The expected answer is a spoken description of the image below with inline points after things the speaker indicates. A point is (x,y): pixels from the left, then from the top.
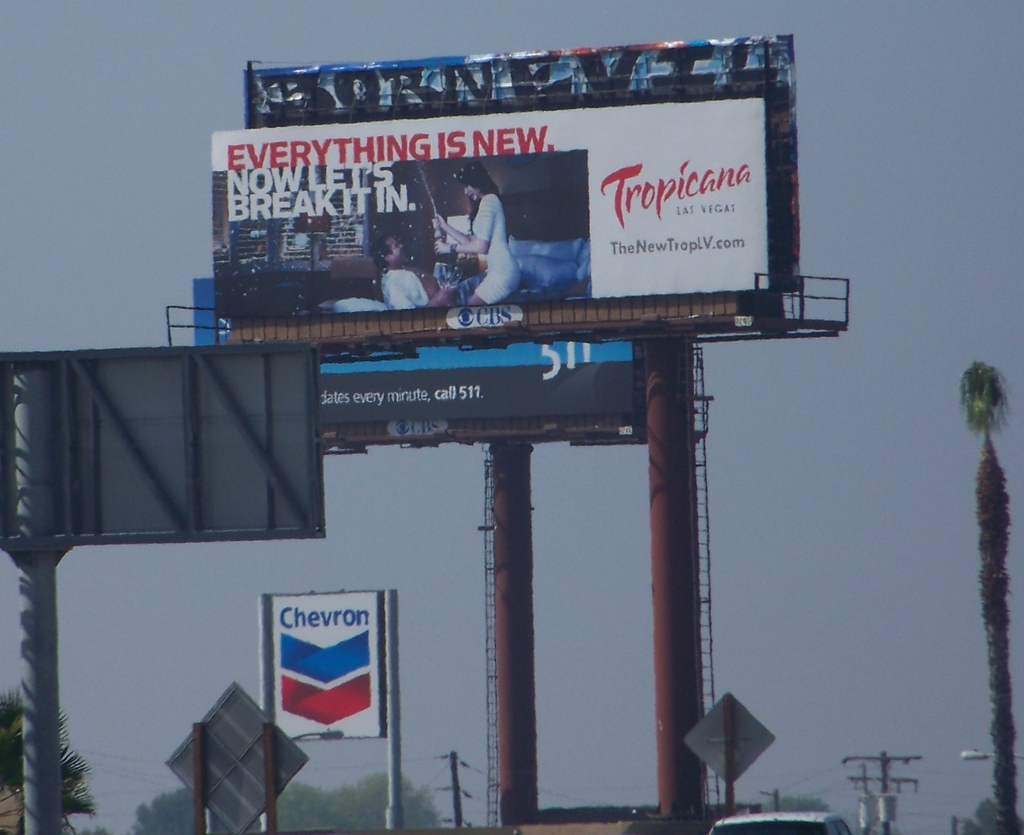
In this image I can see number of poles (872,821), number of boards (338,708), number of trees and on these boards (612,418) I can see something is written. On the bottom right side (768,824) I can see a car (835,823) and a light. I can also see the sky (781,658) in the background (966,554).
